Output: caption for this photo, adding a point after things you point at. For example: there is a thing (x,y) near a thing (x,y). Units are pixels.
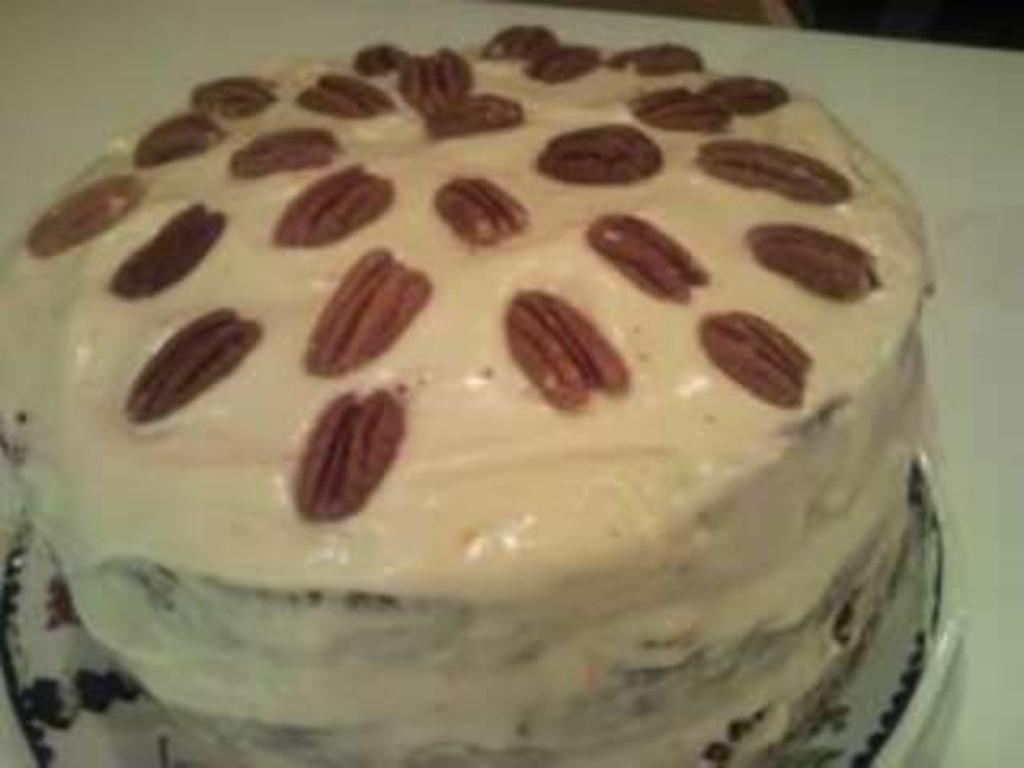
In the foreground of this image (435,706), there is a cake (624,586) on a white surface (975,298).
